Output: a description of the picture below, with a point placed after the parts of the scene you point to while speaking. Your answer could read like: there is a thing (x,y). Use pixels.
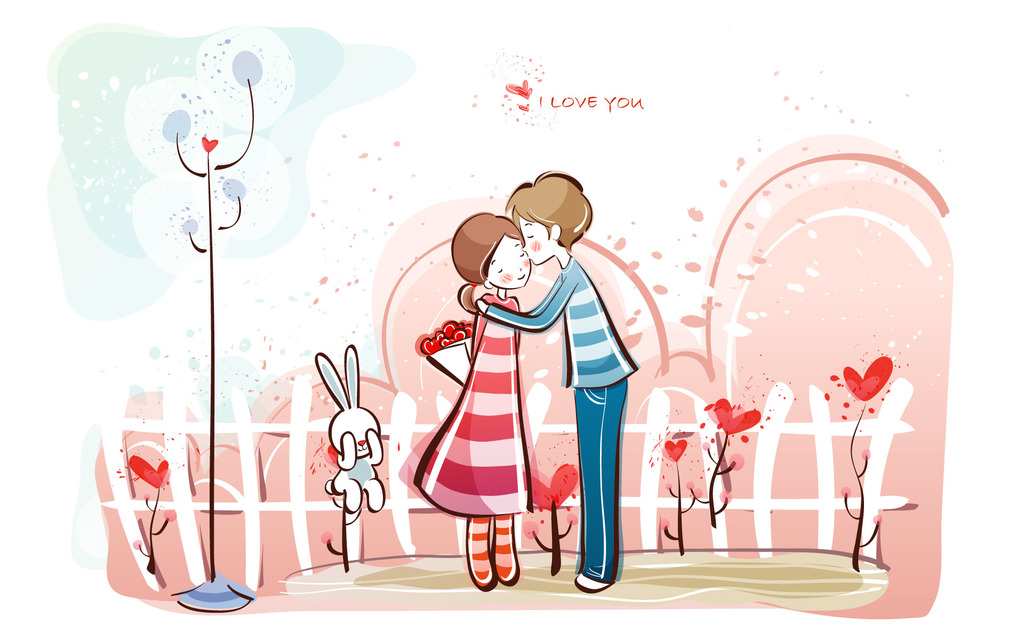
In this image I can see cartoon picture of a man (572,297) and a woman (511,261). I can also see some text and other things (648,441) in this picture.
